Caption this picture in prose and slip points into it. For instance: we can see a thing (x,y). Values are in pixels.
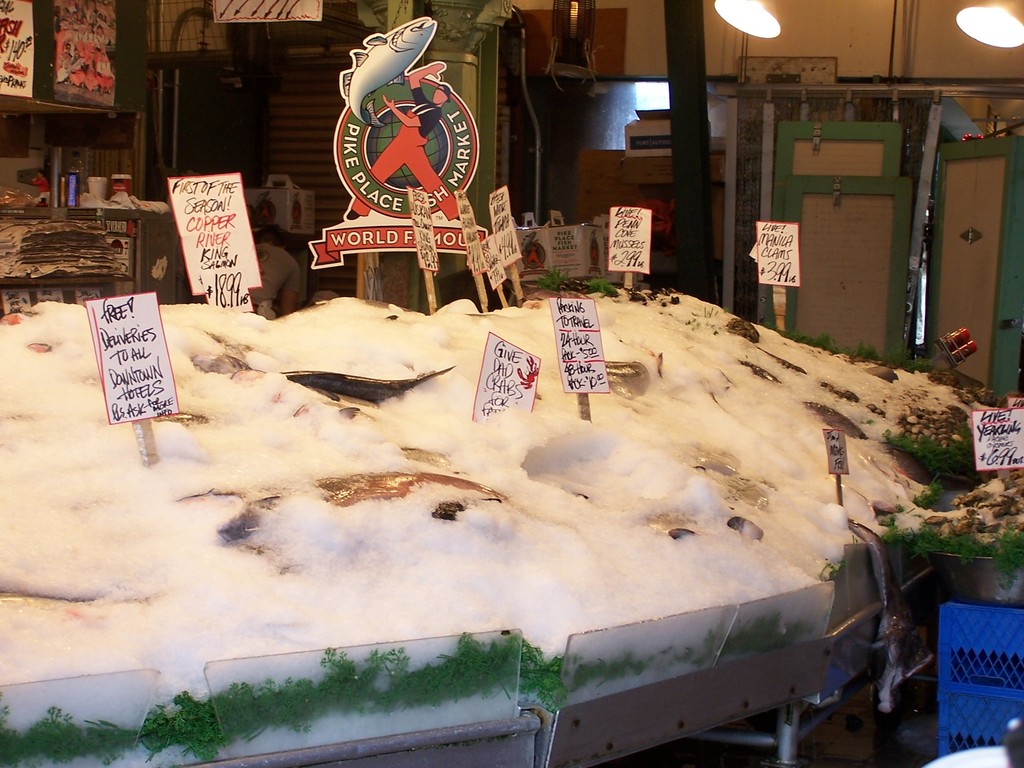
In this picture I can observe fish (385,387) frozen in the ice (286,500). There are some boards (213,205) placed in the ice (586,515). In the top right side (761,27) I can observe two lights (962,21). On the right side (845,231) I can observe doors (826,264).
